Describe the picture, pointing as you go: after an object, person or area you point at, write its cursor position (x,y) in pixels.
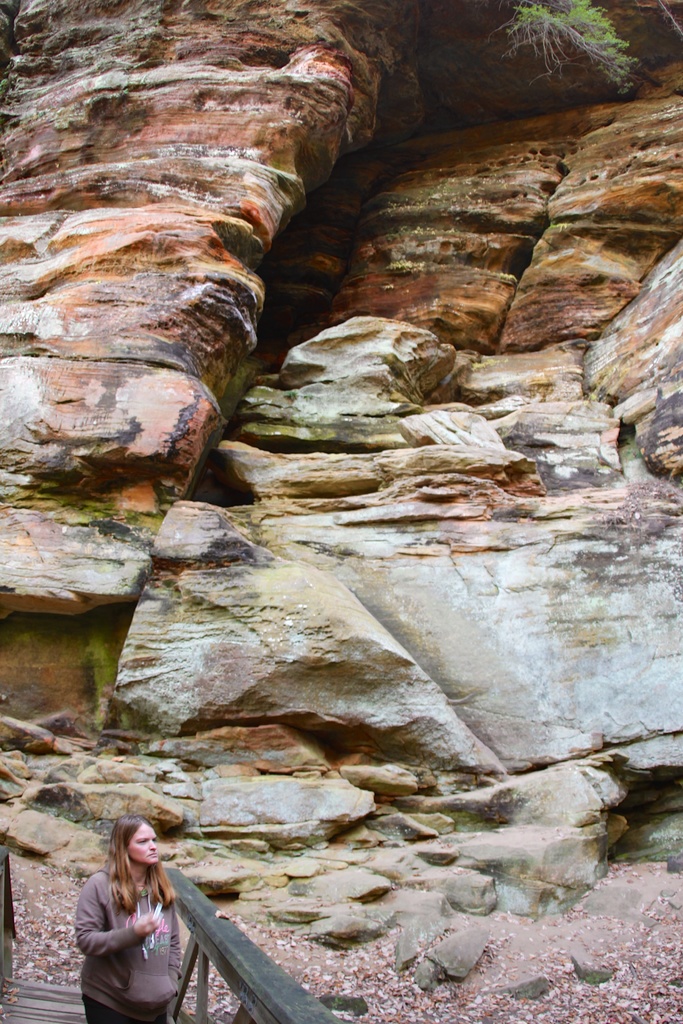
This image is taken outdoors. At the bottom of the image (521,1009) there is a ground (410,1002) with many dry leaves (377,992) on it and a woman (93,944) is standing on the wooden platform (80,990) and there is a wooden railing (211,945). In the middle of the image (326,636) there are a few rocks (333,339) and at the top of the image (534,25) there is a tree (561,34).
